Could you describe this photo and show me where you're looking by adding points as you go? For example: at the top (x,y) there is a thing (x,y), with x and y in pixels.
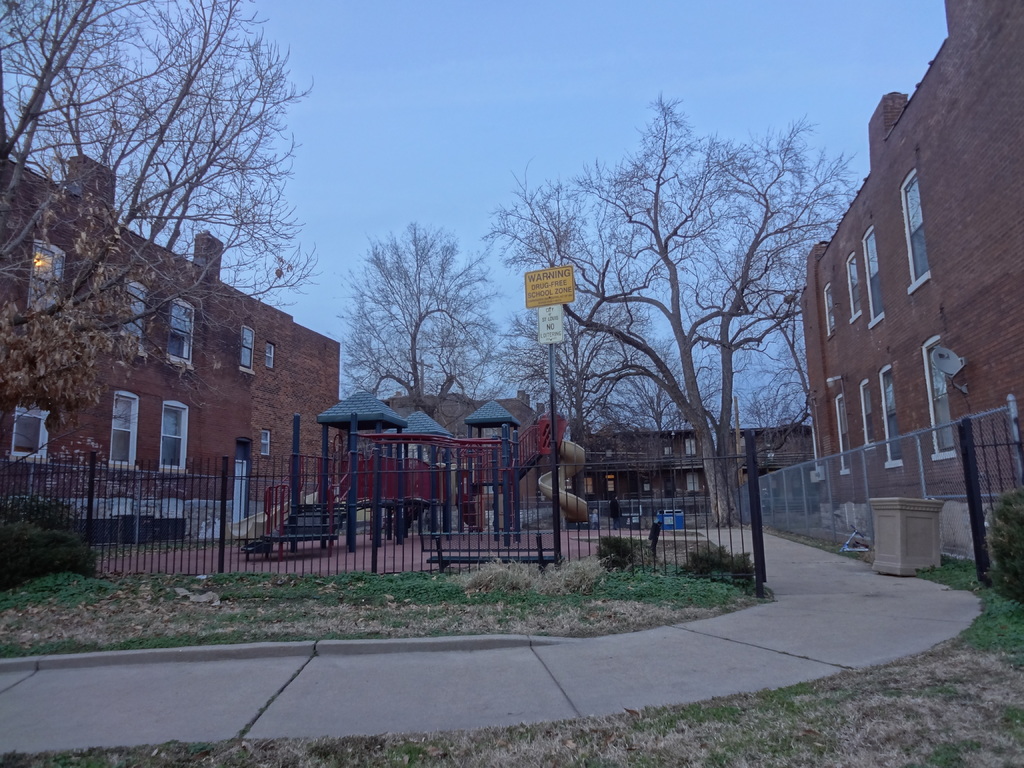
In this image we can see some buildings (122,492) with windows (132,435). We can also see some poles (505,487) under a roof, a fence (441,558), grass (331,618), some plants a sign board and a pathway (679,668). On the backside (450,253) we can see some trees (436,247) and the sky (468,251) which looks cloudy.
